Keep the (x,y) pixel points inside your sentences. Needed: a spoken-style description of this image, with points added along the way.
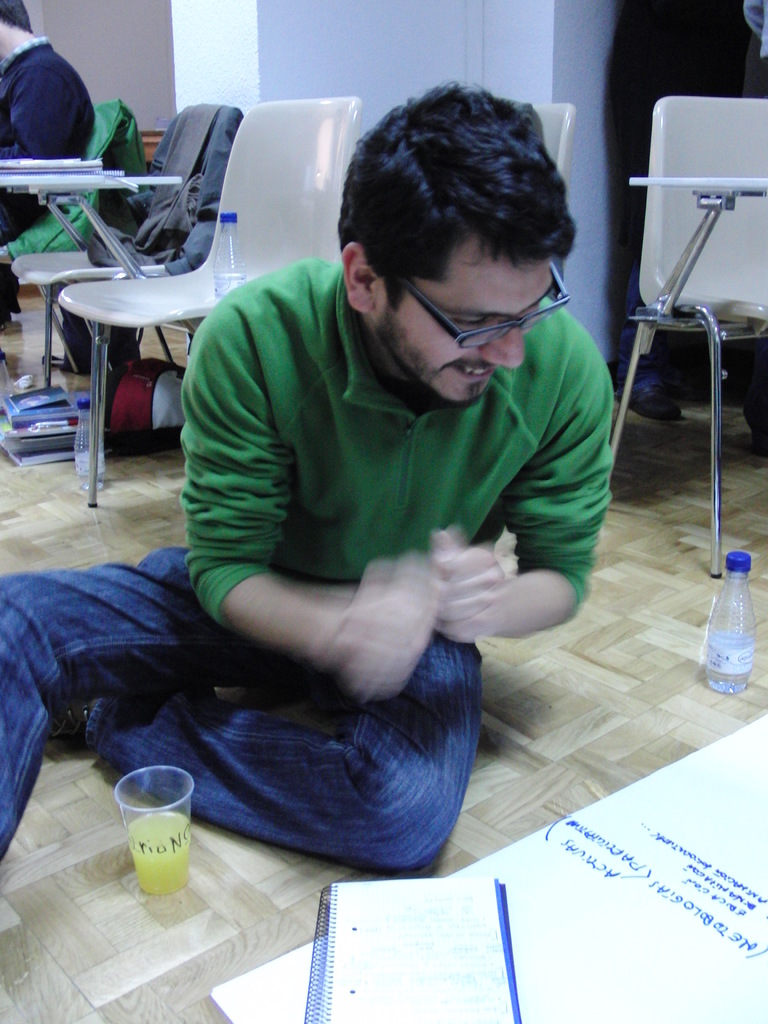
There are two persons (367,419). One person (65,100) is sitting on a chair (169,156) and another person (544,485) is sitting on a floor (498,789). He is smiling. He is wearing a spectacle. There is a paper (662,923) and book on the floor (495,806). There is a bottle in the chair (325,192). We can see in background (137,90) pillar (228,52) and wall (419,73).
